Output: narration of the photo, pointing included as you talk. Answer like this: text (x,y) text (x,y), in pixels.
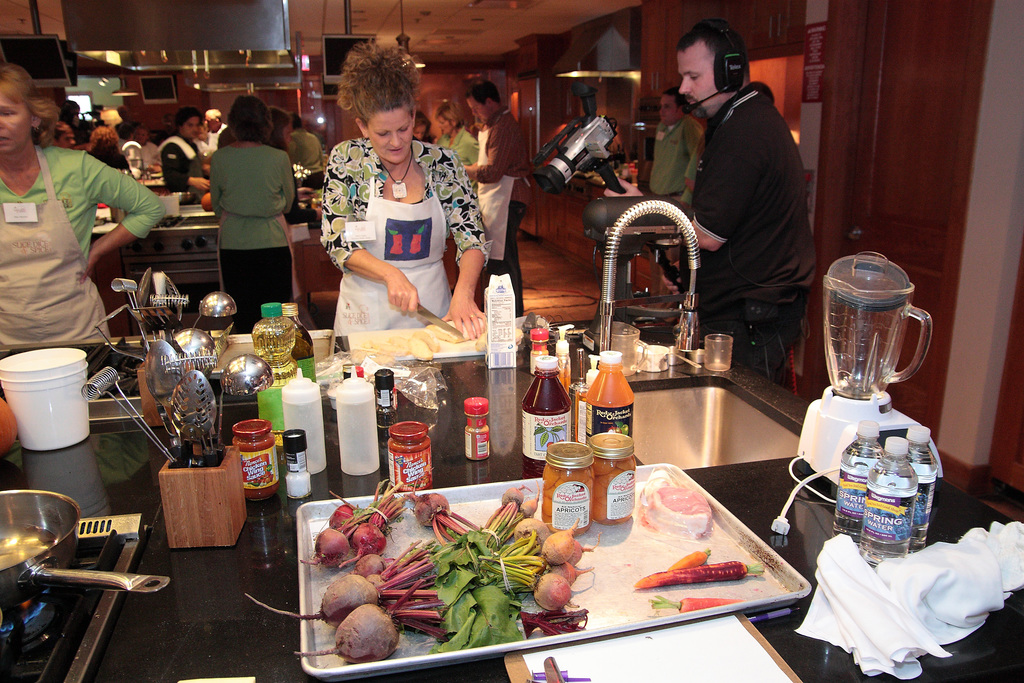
In this image I see number of persons (438,254) who are standing and there are tables (311,241) in front of them on which there are many things (4,573) on it. I can also see a man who is holding the camera (589,95). In the background (651,149) I see the wall (541,47) and the ceiling (311,47).
